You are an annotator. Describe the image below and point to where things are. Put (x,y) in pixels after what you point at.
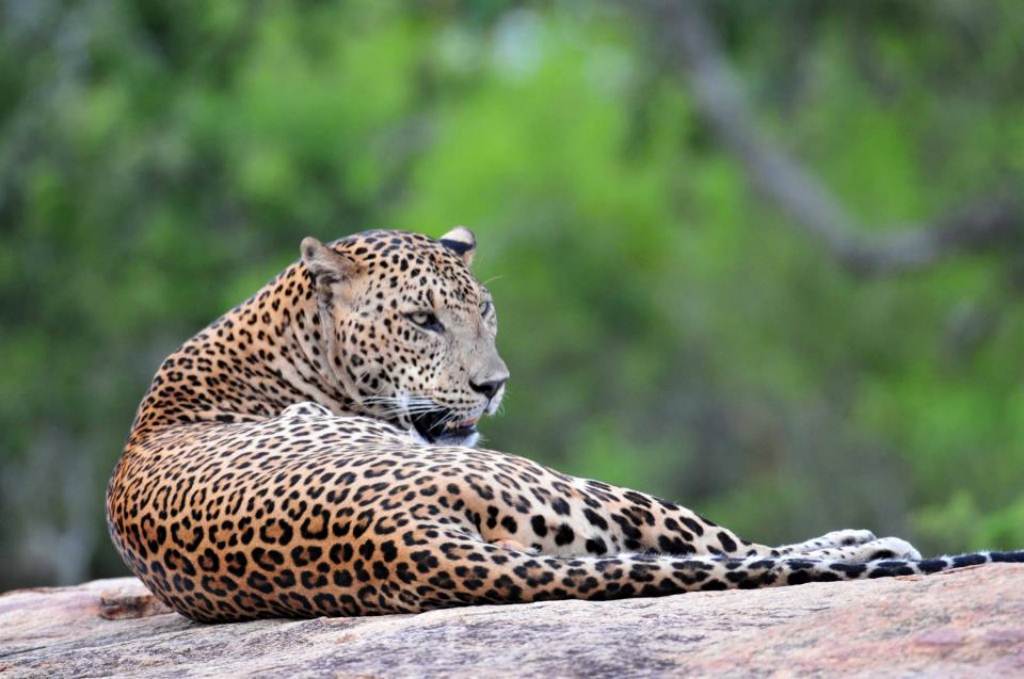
Here we can see a leopard (431,347). There is a blur background (217,119) with greenery (887,453).
